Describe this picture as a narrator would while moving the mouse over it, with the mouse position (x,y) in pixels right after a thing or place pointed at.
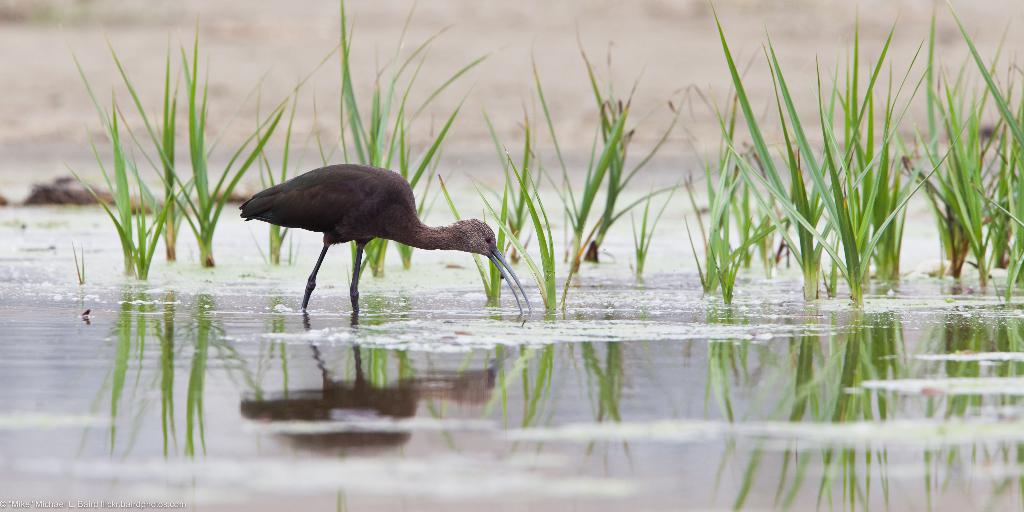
In this image, we can see an animal (335,187) and there are some green plants (965,187), we can see water (703,382).
